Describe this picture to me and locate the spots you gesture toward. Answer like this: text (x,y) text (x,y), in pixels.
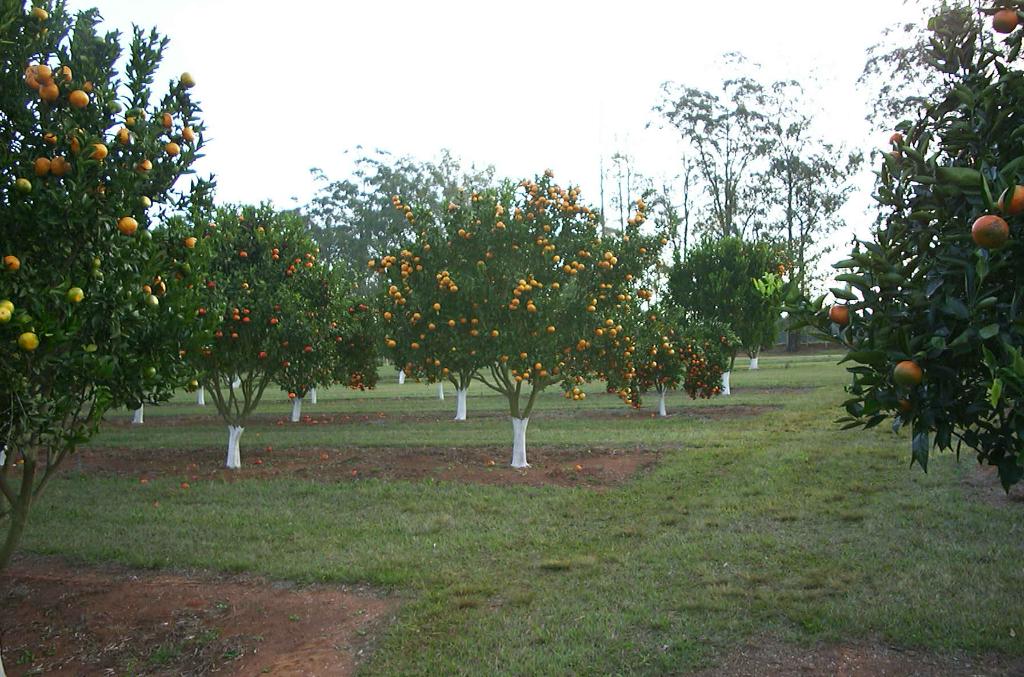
In this image, we can see trees (919,296) along with fruits (630,299). At the bottom (479,554), there is ground (626,486) and at the top (522,76), there is sky (425,79).
